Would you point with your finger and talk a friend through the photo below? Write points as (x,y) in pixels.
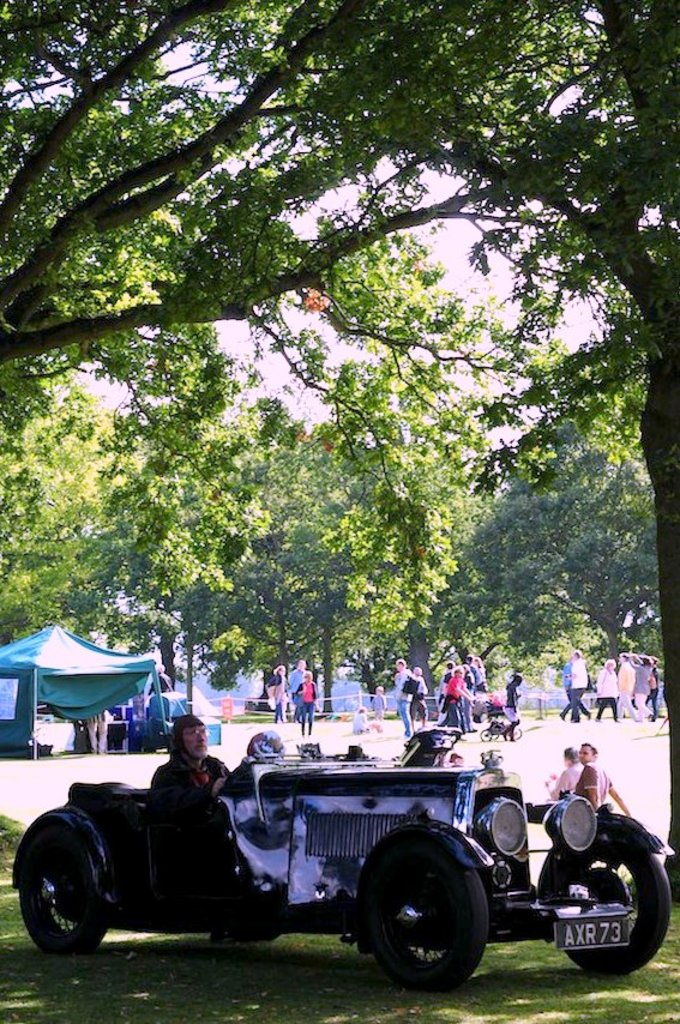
In this image I can see at the bottom (462,967) a man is driving the vehicle (449,892), on the left side (112,693) there is a tent (110,702). In the middle (448,678) a group of people (441,686) are there, at the back side (396,433) there are trees (426,313). At the top (581,336) it is the sky (513,322).
